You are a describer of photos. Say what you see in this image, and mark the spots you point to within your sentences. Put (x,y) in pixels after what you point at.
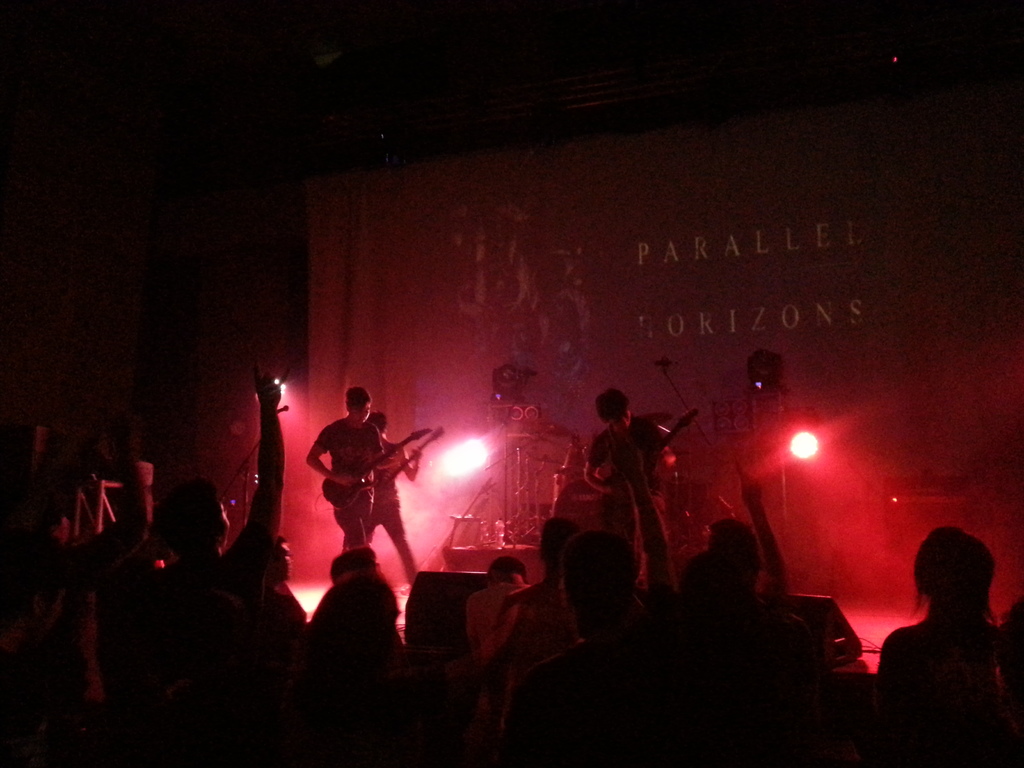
In this image, we can see some persons (584,664). There are three persons (604,461) in front of the banner (911,252) playing guitars (364,489). There are lights (811,442) and some musical instruments (554,473) in the middle of the image (556,471).
